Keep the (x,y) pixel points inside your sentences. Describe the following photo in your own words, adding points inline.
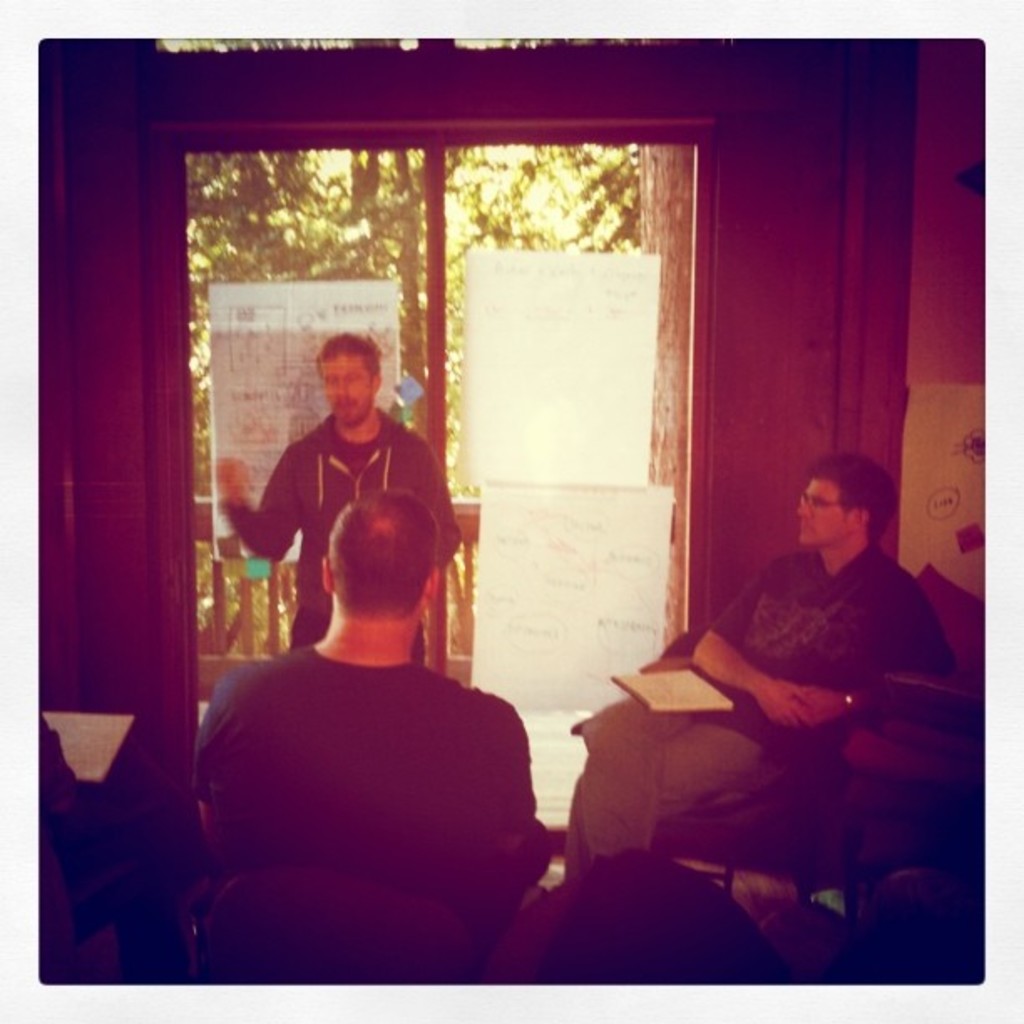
In this image we can see two persons (700,667) are sitting on a chair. There is a man (327,430) standing and talking. There are few trees (356,220) in the image.
